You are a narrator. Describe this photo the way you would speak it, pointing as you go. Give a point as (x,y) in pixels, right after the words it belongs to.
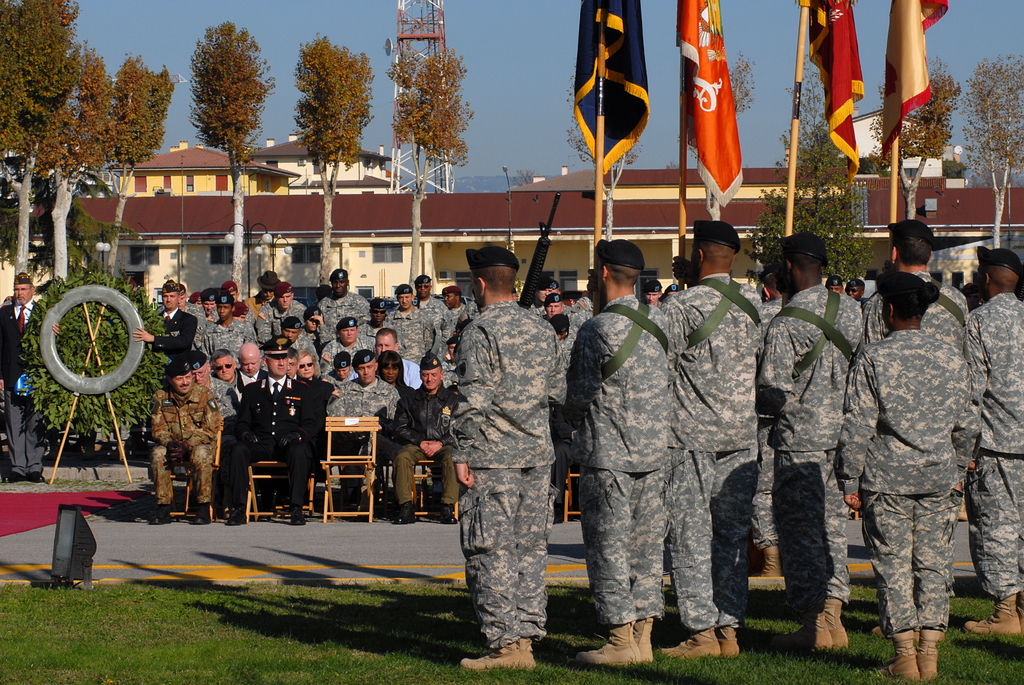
In the center of the image (400,356) there are many people (201,341) sitting in chairs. In the left side of the image (185,341) there are people (472,300) standing. In the background of the image (407,265) there is a house (344,186). There are trees (297,62). In the bottom of the image (193,611) there is grass (101,635).
